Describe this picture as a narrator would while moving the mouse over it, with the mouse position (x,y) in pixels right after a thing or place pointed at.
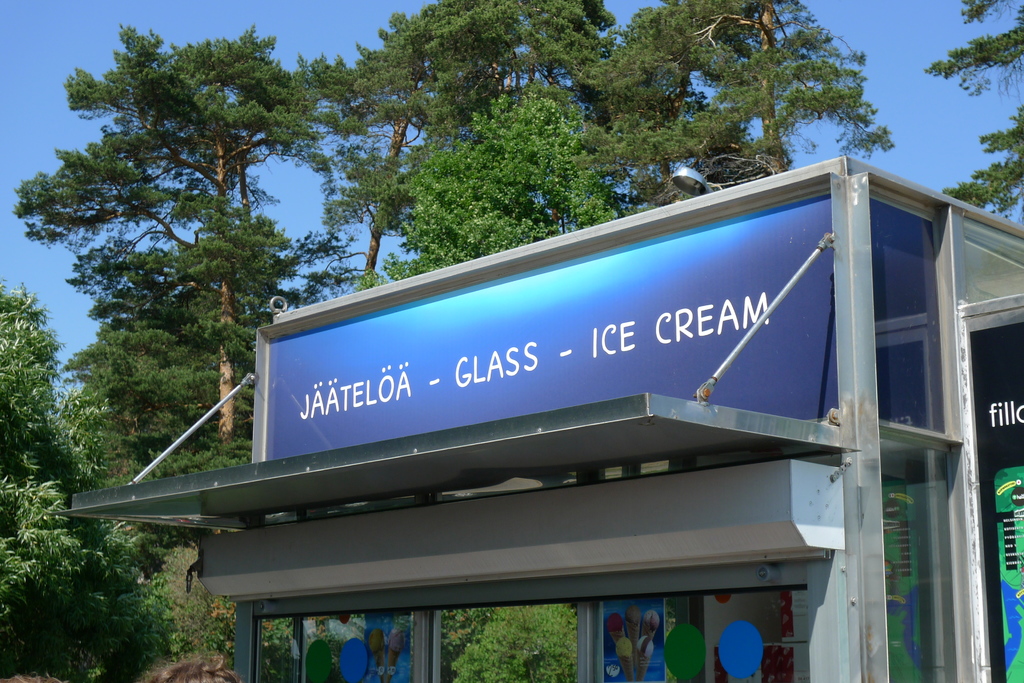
In the image there is a store (452,422) in the front (605,467) followed by trees (185,218) in the background (31,537) and above its sky (62,53).
